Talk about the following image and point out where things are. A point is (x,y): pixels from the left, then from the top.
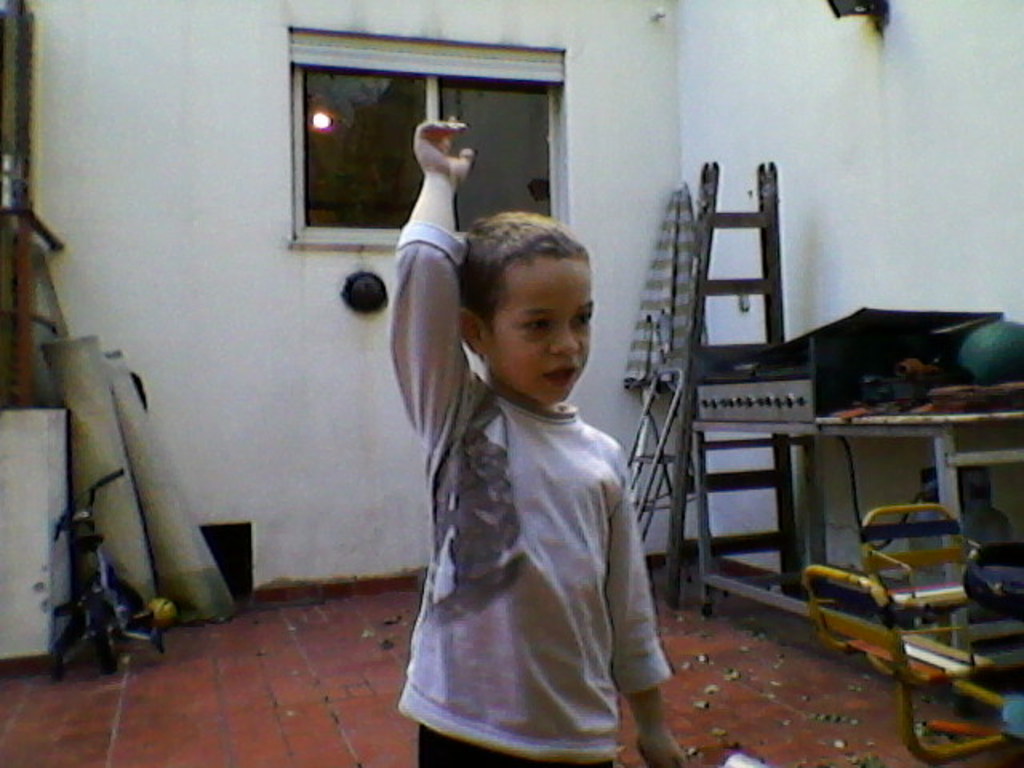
In the center of the image (471,430) there is a boy (446,457). In the background of the image (203,480) there is a wall (389,283). There is a window (491,170). To the right side of the image (703,443) there are objects (797,542). To the left side of the image (55,615) there is a bicycle (121,582) and there are some other objects (123,547). At the bottom of the image (187,719) there is floor (223,720).
